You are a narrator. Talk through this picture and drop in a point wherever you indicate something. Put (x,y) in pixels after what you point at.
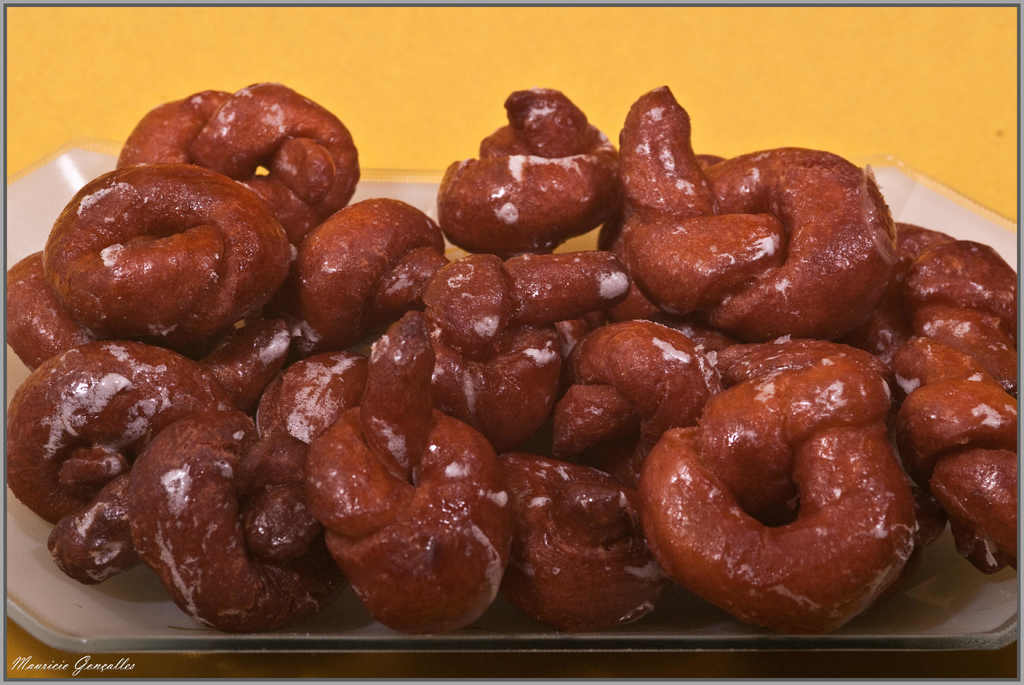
In the foreground of this image (456,466), it seems like pretzel (89,564) on a white tray (89,610) which is on a yellow surface (245,665).
